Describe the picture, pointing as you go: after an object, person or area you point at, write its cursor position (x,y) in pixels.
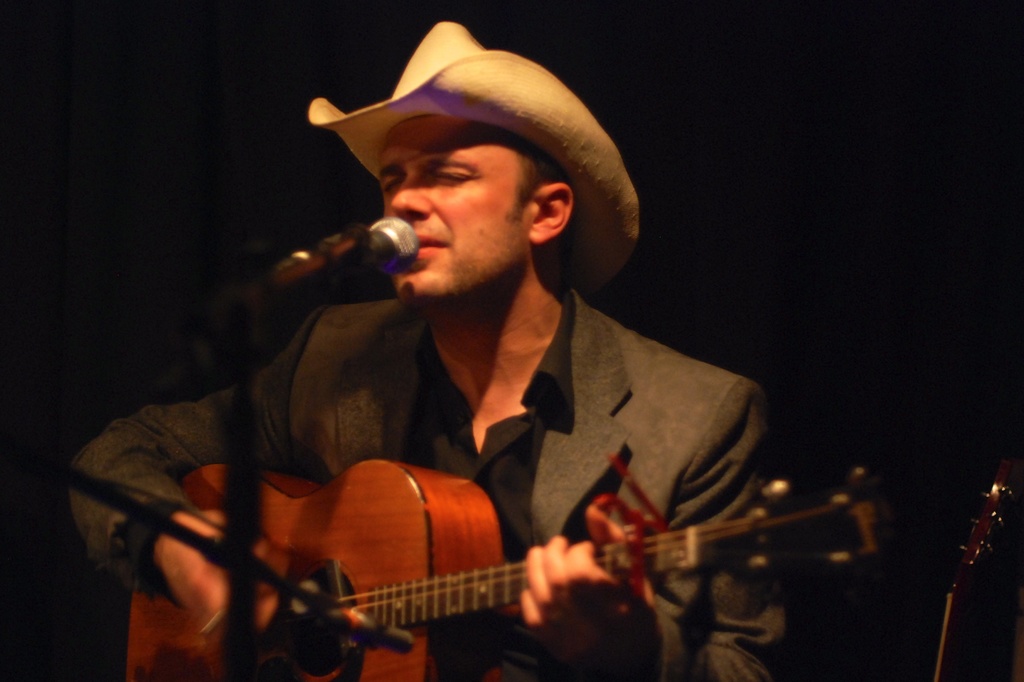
A man (495,204) is singing with a mic (391,259) in front of him while playing guitar (336,584) and wears a hat (558,129).
